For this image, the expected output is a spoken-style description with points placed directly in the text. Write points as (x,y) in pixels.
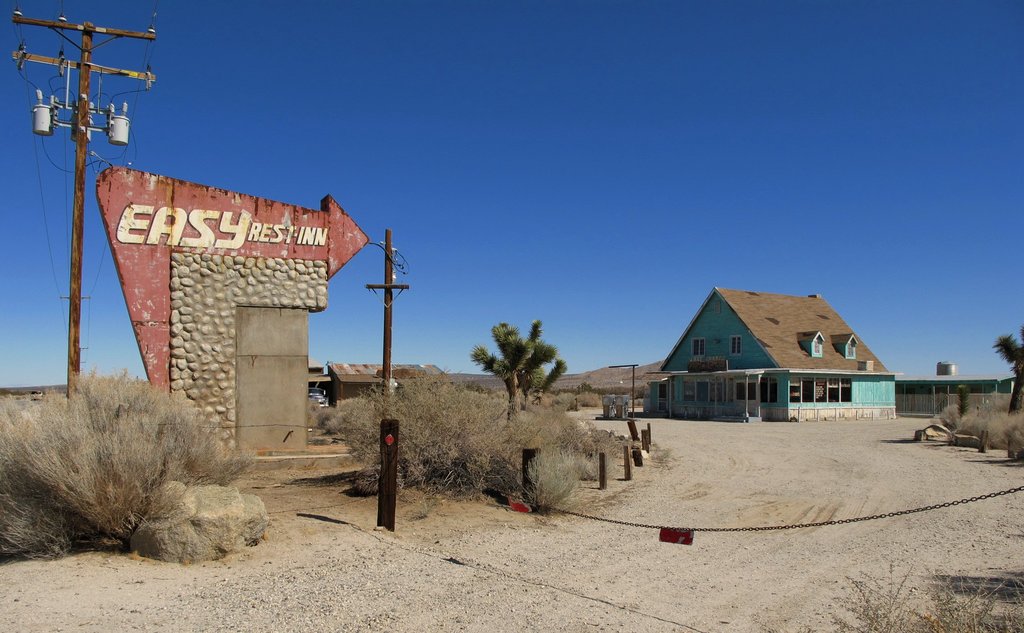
In this image, I can see the current poles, plants (178,461), trees (513,382), houses (806,340), wall (246,208) with text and a rock (259,524). On the right side of the image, I can see an iron chain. In the background (618,230), there is the sky (665,154).
